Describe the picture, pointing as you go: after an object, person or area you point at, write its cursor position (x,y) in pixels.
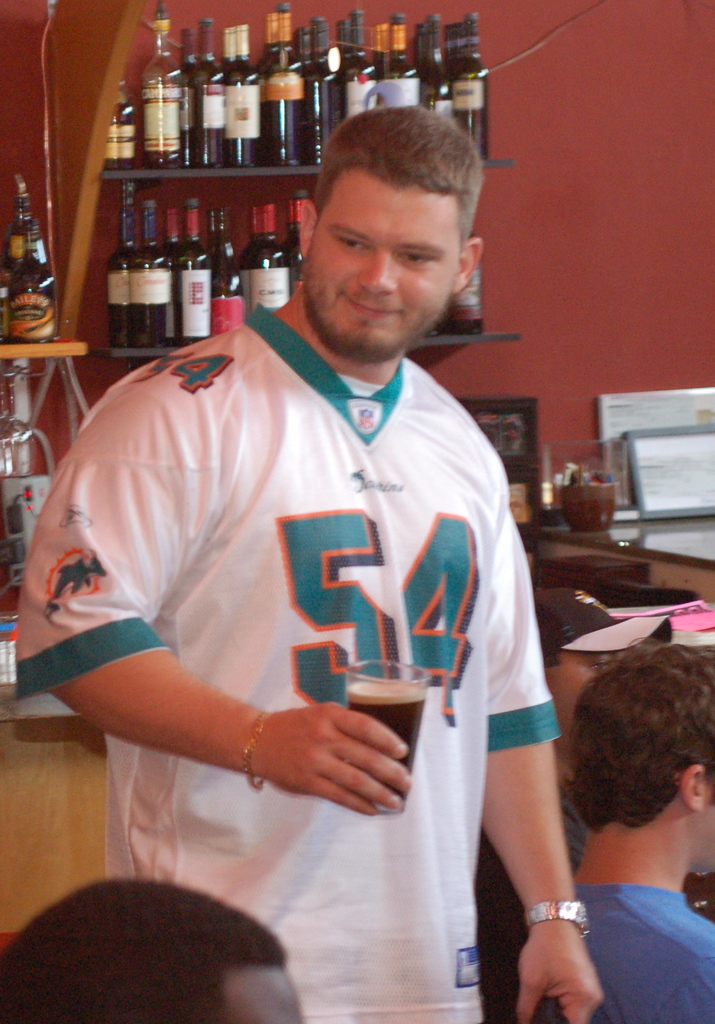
In this image we can see a person (320,641) holding a glass (412,711) with some drink (386,715), around him we can also see a few people (595,688). Behind the person (367,225) we can see a few bottles (200,251) on the shelves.
